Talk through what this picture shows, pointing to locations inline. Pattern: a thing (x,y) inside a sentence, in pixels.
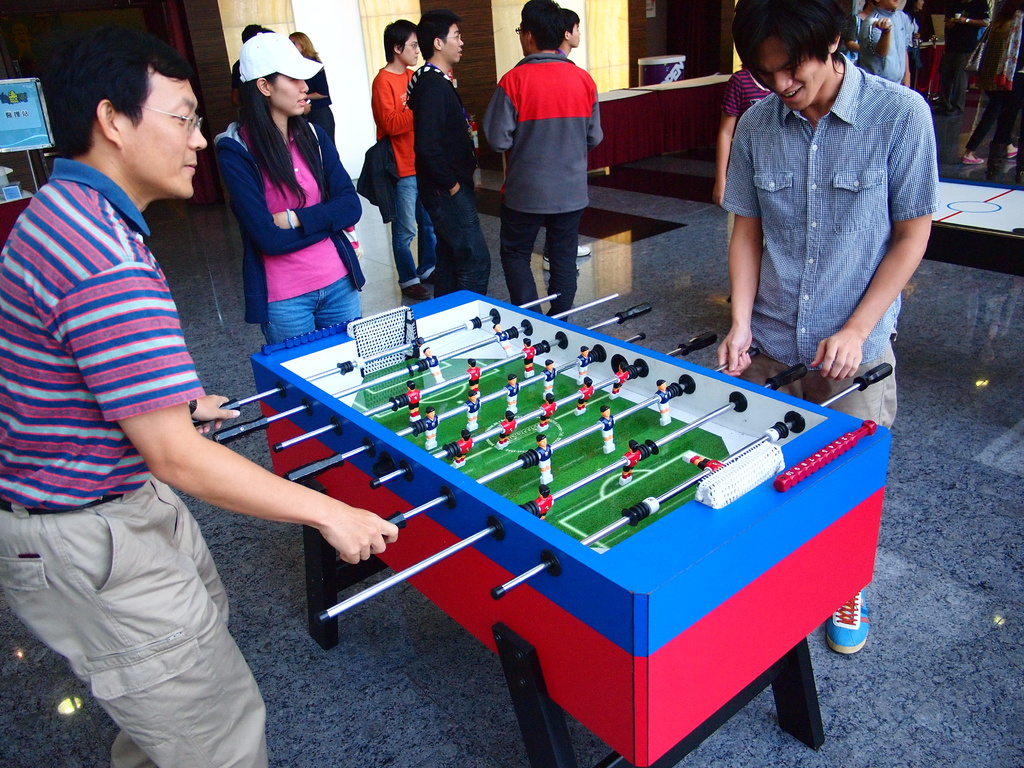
In this image there are two persons (40,244) standing and playing Foosball (475,459), and in the background (1006,194) there are group of people (981,163) standing, table (987,211), a board (8,98) on the stand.
